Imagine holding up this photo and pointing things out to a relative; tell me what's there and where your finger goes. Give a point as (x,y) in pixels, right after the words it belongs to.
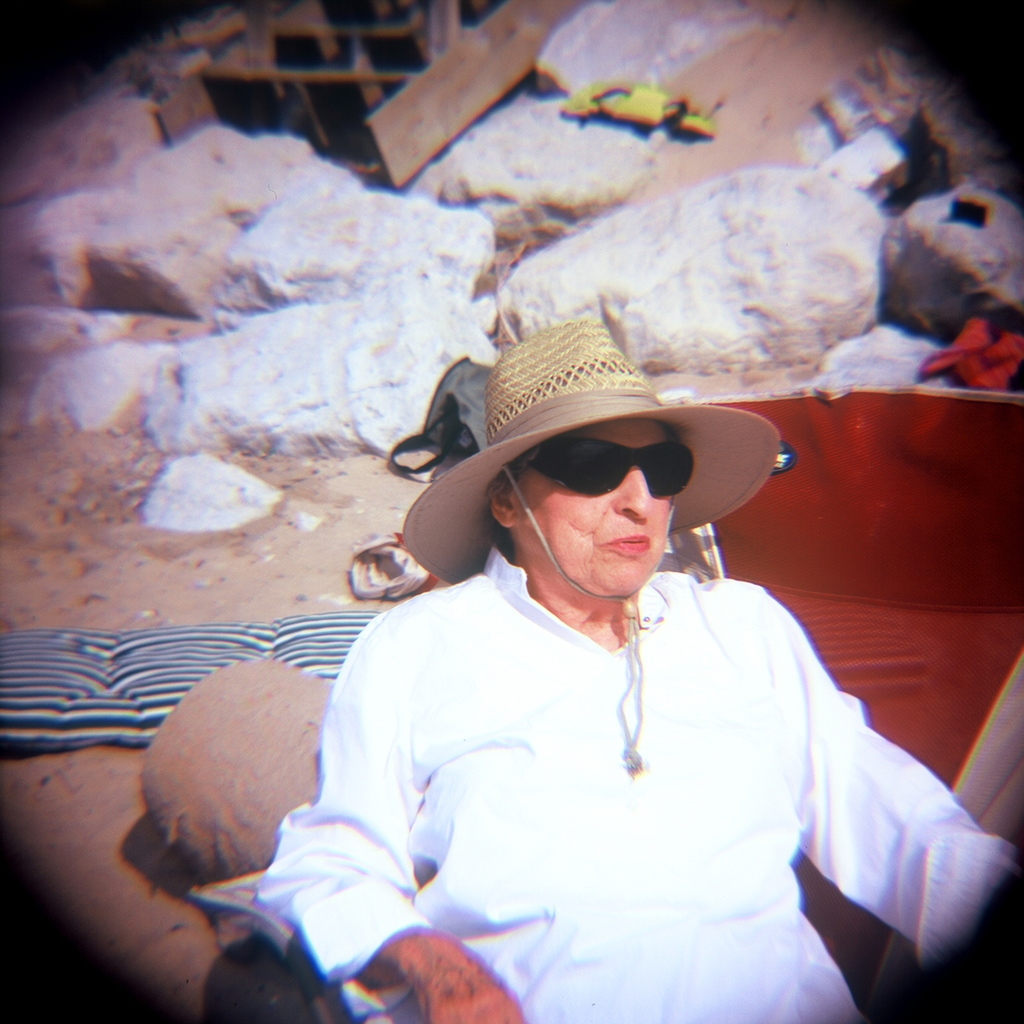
On the right side (873,746), there is a person (627,830) in white color dress (584,820), wearing sunglasses (647,466) and a cap (735,416) and sitting. In the background (644,281), there rocks (652,275) and a wooden item (450,17) on the sand surface (74,563).
